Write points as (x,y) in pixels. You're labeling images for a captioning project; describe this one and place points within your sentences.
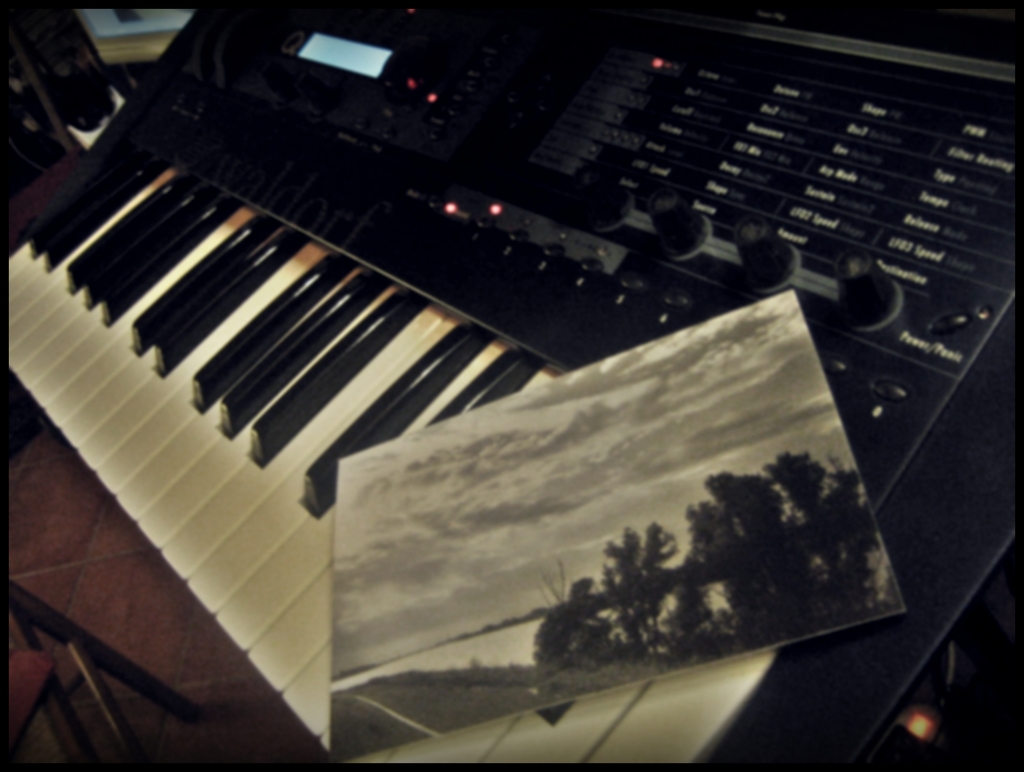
In the image there is a musical keyboard (237,258). On musical keyboard (285,464) we can also see a photo frame (714,596) and a table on which a musical keyboard (176,563) is placed.
